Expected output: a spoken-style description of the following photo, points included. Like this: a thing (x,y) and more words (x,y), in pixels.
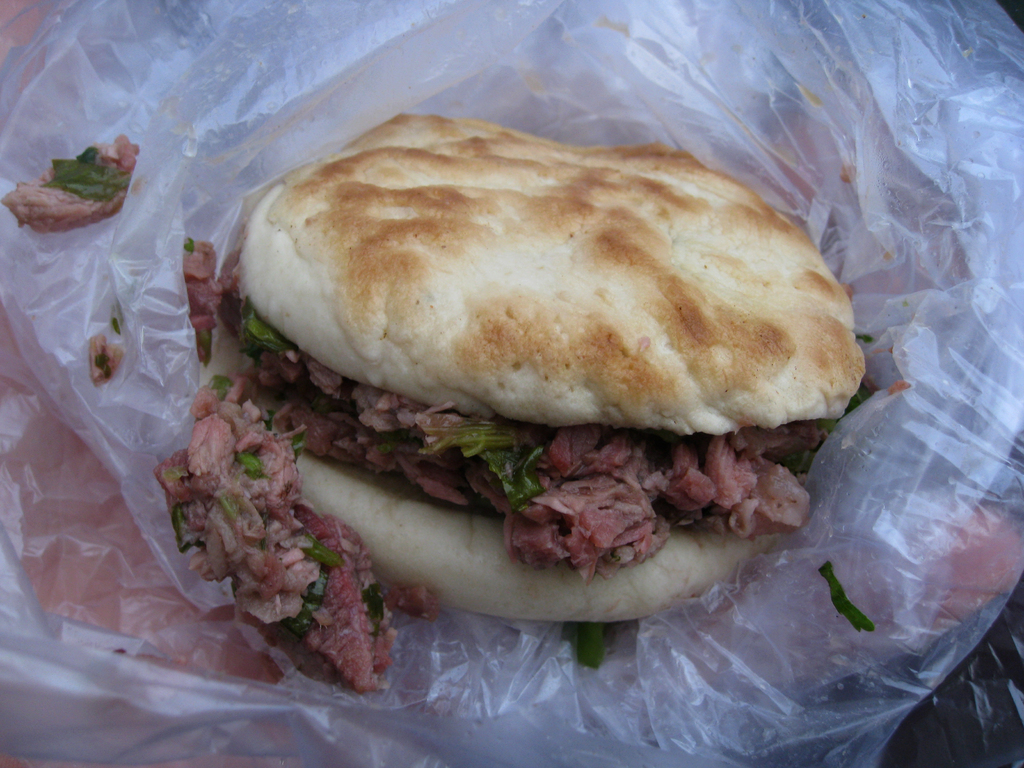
In the picture there is a food item (694,277) present in a polythene cover (98,633).
